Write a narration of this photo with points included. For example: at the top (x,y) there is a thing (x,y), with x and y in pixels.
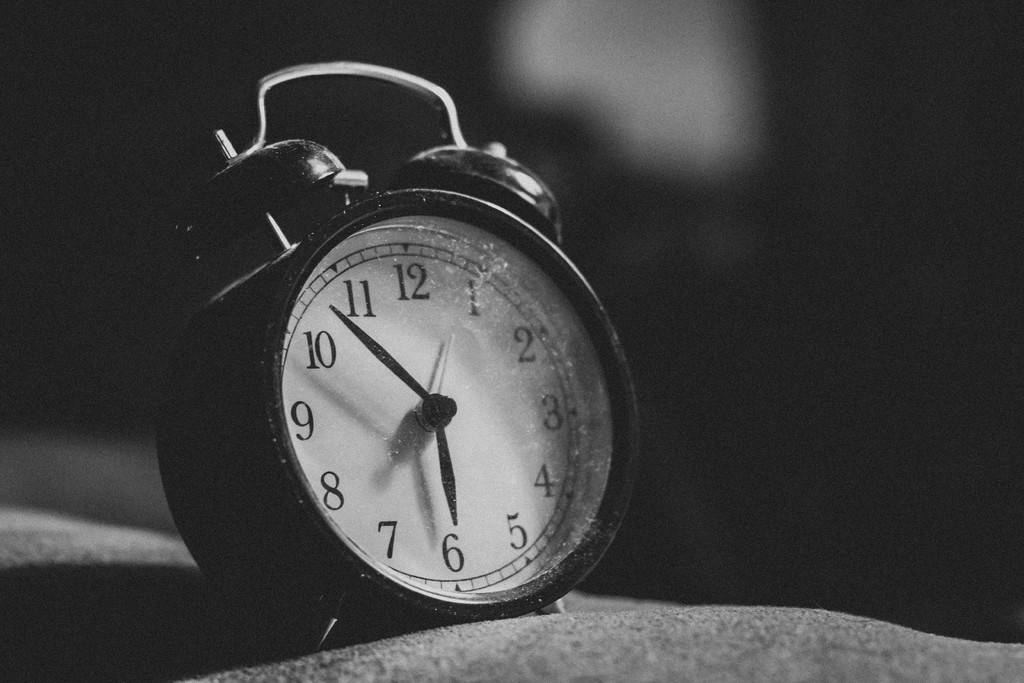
It is a clock (433,454) in black color. This is the black and white image.
